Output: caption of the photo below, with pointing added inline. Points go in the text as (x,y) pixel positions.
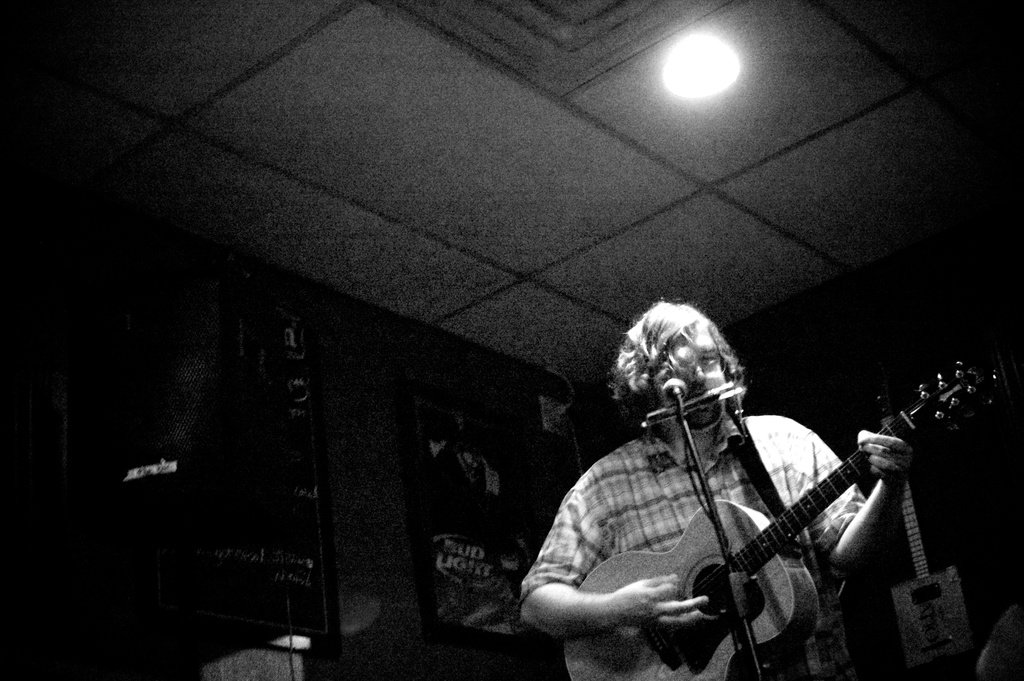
In this image there is person (610,466) wearing white color shirt (636,542) playing guitar (681,553) and there is a microphone (671,385) in front of him and at the top of the image (636,73) there is a roof (652,188) and light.
